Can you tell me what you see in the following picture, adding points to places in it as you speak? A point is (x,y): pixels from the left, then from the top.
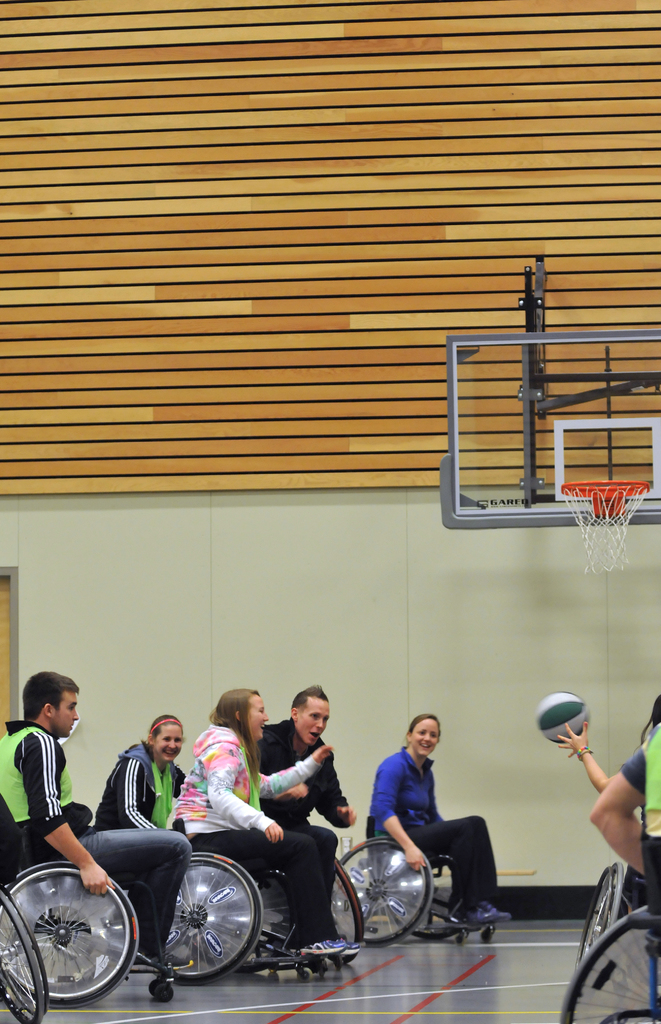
People (208,784) are sitting on the wheel chairs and playing basketball. There is a basketball ring (606,527) at the back (599,551).
